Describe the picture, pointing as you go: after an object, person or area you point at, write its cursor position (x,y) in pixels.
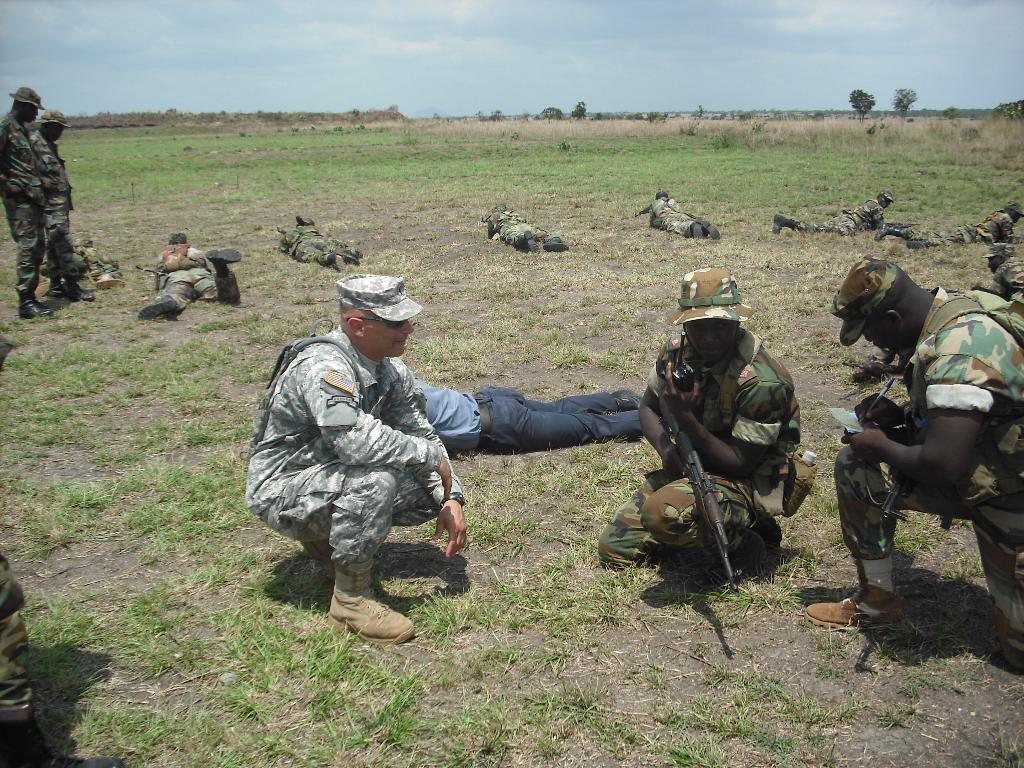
There are 3 soldiers (964,401) at the front (715,504). The person (682,403) at the center (672,452) is holding a gun (687,445). The person (1014,359) at the right (1005,344) is holding a pen (886,395) and paper (842,417). A person (626,404) is lying behind them wearing a blue shirt (439,430) and blue trousers (551,419). Few soldiers (174,295) are laying at the back (876,219). There are 2 soldiers (23,257) standing at the left (49,176). There are trees (1011,113) at the right (874,110) back.
